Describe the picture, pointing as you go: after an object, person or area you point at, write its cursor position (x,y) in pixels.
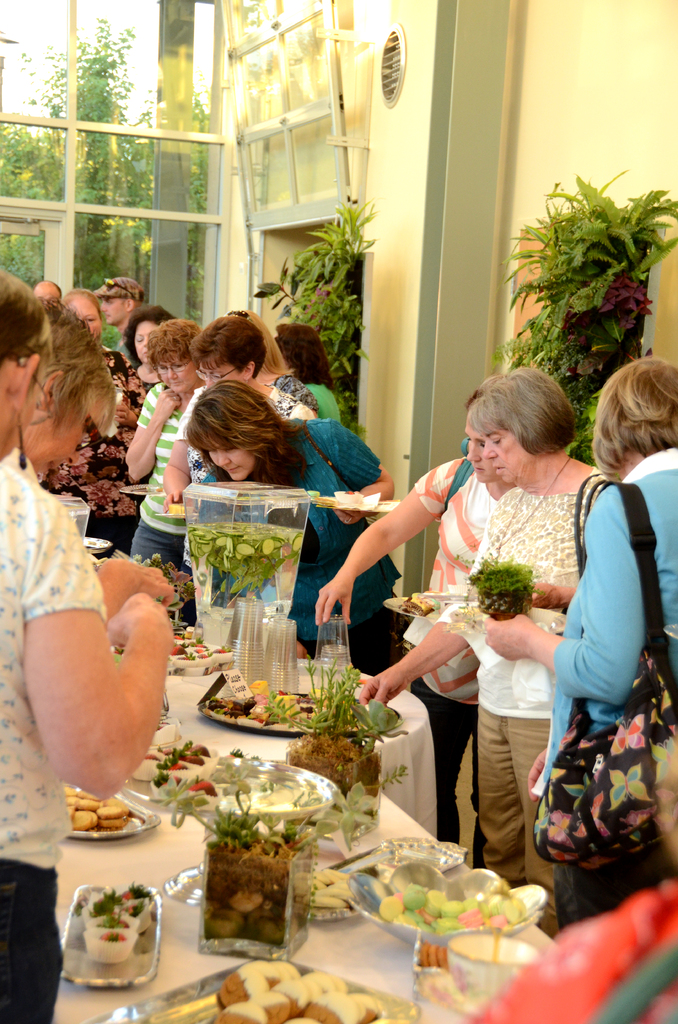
In this image I can see a group of people (298,389) standing and serving a food (422,910). On the table (385,768) we can see plates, bowl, glass (286,657) and different kinds of food (265,1012). The woman (490,735) is holding a plate (455,625). At the back side (567,251) there are plants (548,238) on the wall (560,131).
